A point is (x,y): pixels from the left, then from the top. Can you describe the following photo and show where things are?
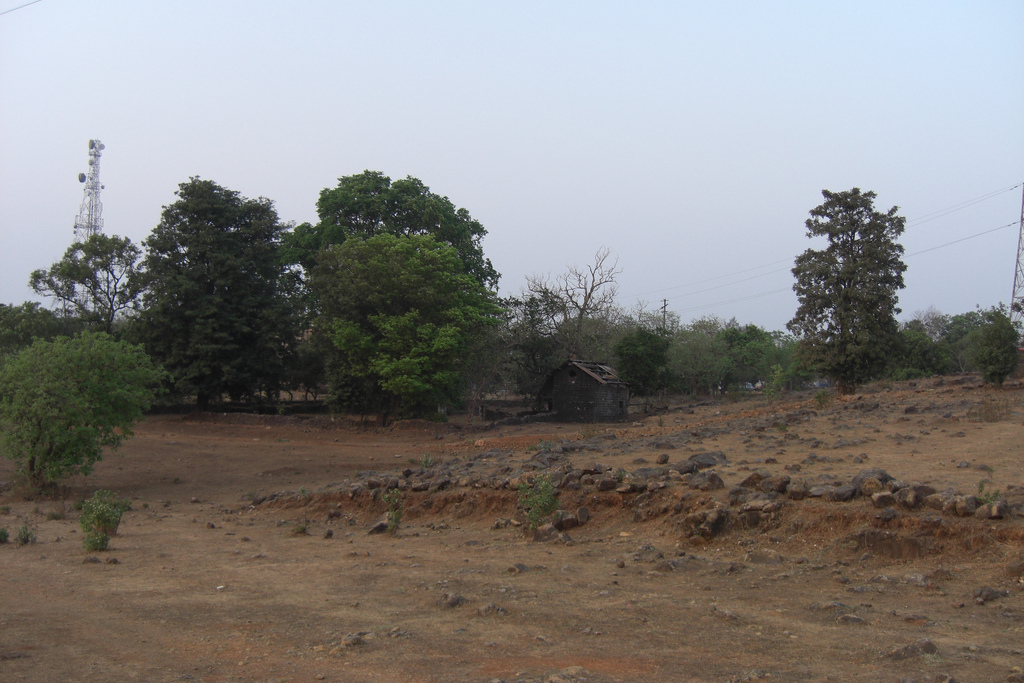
In the picture we can see the muddy surface (73,636) with rocks (930,488) and far away from it, we can see the trees (99,394) and behind it we can see a tower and the sky (888,96).
